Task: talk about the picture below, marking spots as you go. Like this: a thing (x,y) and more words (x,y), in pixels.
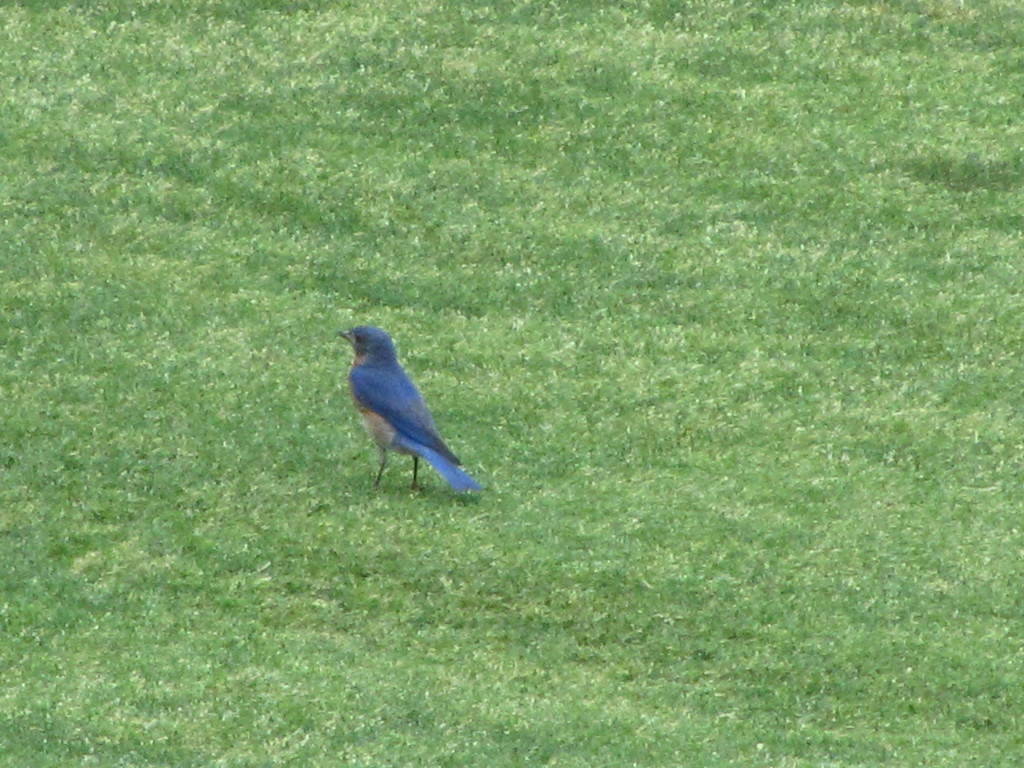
In this image we can see a bird (359,332) standing on the ground (481,404).
